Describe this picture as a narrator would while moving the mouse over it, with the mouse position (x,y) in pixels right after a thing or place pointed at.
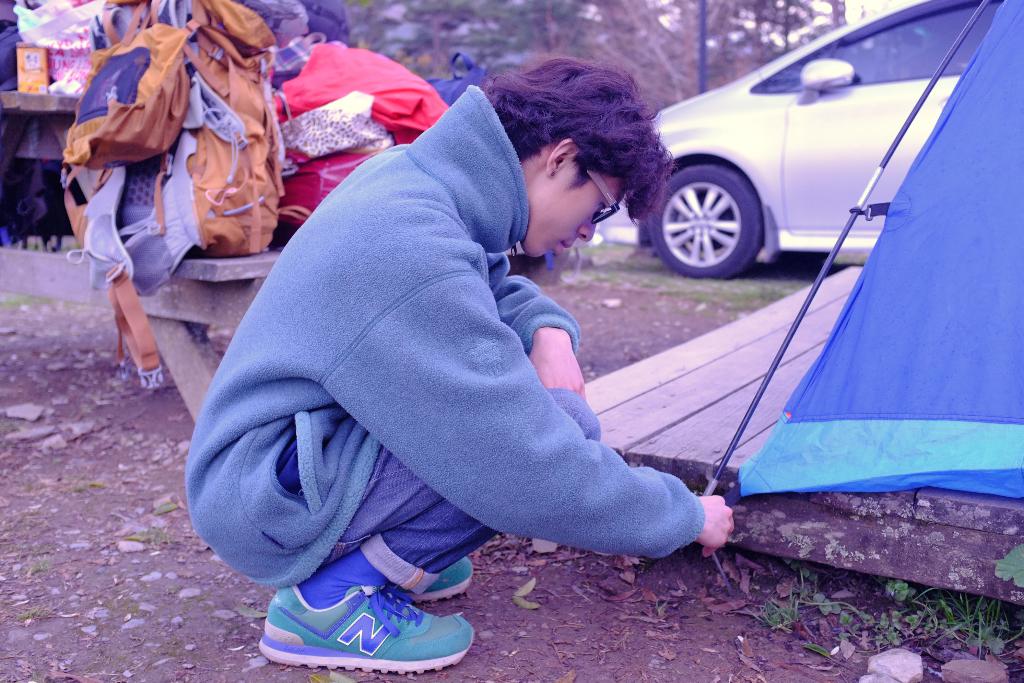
In this picture there is a boy (494,349) wearing blue hoodie (435,427) is sitting on the ground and fixing the canopy (803,406). Behind there is a white car (788,122) parked in the ground (695,278). In the background (169,99) there are some bags (115,158) on the table (175,299).
